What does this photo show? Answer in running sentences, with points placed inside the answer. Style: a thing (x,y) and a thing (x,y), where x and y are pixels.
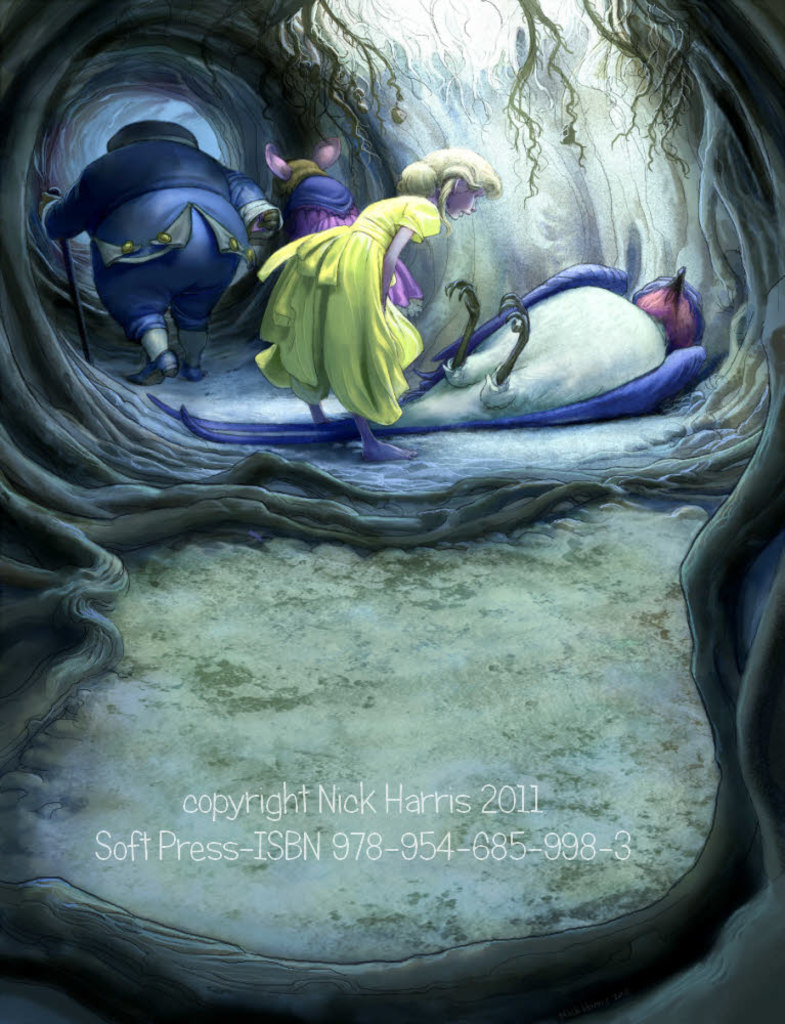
In this image I can see a cartoon picture. The person (374,263) standing front wearing yellow color frock (377,274), at back (140,184) I can see the person (151,187) wearing blue dress (103,260) holding a stick (78,294).
